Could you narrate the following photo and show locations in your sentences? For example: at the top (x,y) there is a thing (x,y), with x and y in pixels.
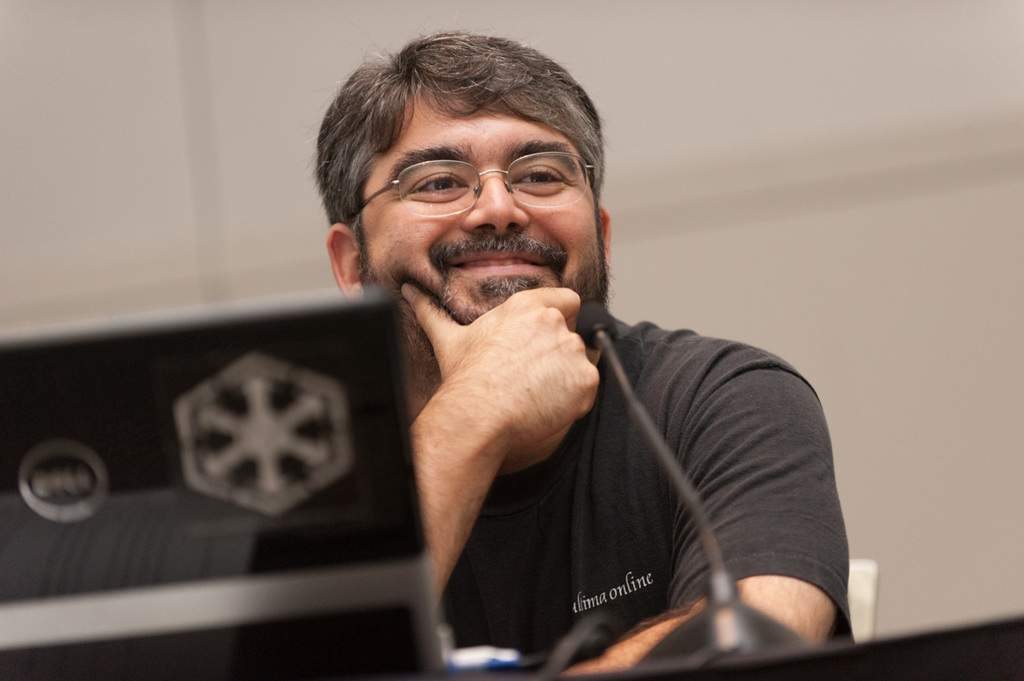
In this image, I can see a person (568,526) sitting and smiling. In front of the person (610,670), there is a mike (723,645) and an object (371,620) on a platform (777,664). There is a white background (965,379).
